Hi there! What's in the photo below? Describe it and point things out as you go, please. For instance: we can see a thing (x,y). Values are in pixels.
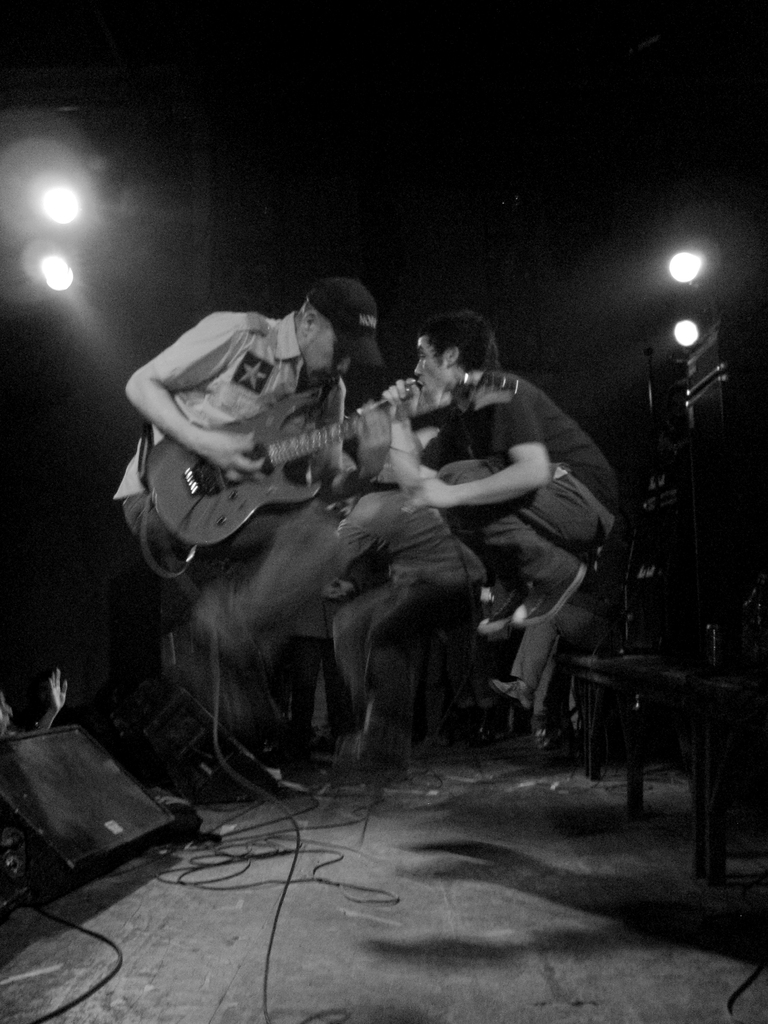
In the image in the center (283,544), we can see a few people (464,502) are jumping and they are holding some musical instruments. In the background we can see the lights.
